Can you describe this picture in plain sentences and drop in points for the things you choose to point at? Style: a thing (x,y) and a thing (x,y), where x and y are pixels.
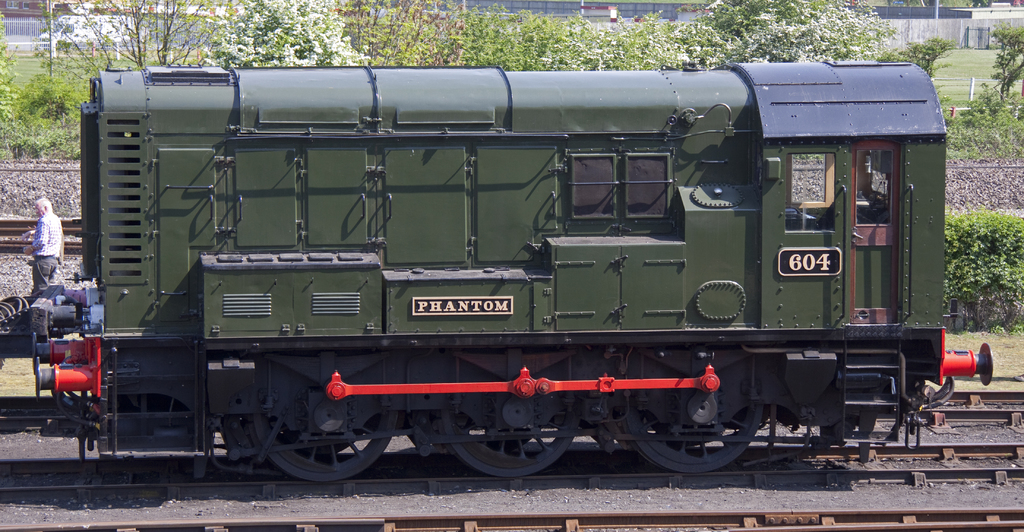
In the image there is a train (610,169) on the track (992,452), on the left side (41,221) there is an old man (40,285) walking, there are trees (177,58) in the background (447,58).
